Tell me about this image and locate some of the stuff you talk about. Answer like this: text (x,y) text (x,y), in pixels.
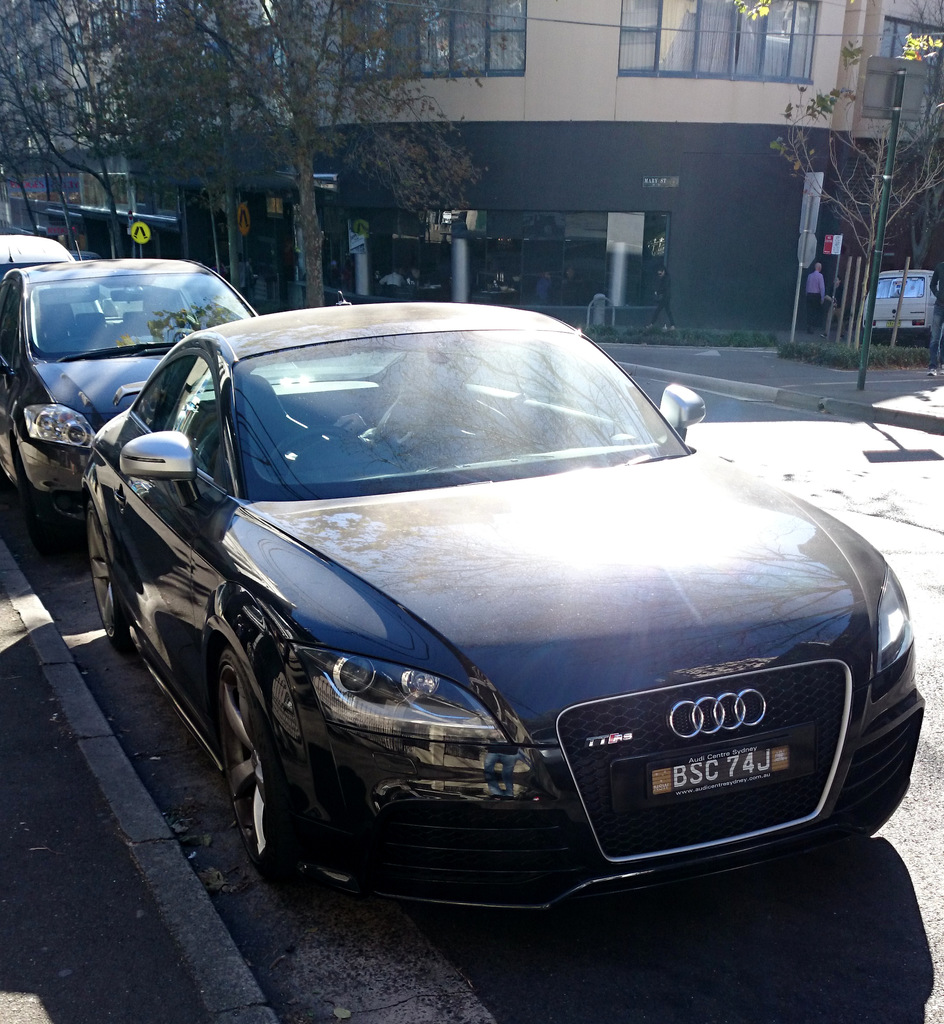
In the center of the image (424,607) we can see some cars (441,498). At the top of the image (531,147) we can see building (601,220), poles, sign boards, vehicle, trees (337,90), windows (720,76), wires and a person (808,288). At the bottom of the image (714,921) we can see the road (673,917).
